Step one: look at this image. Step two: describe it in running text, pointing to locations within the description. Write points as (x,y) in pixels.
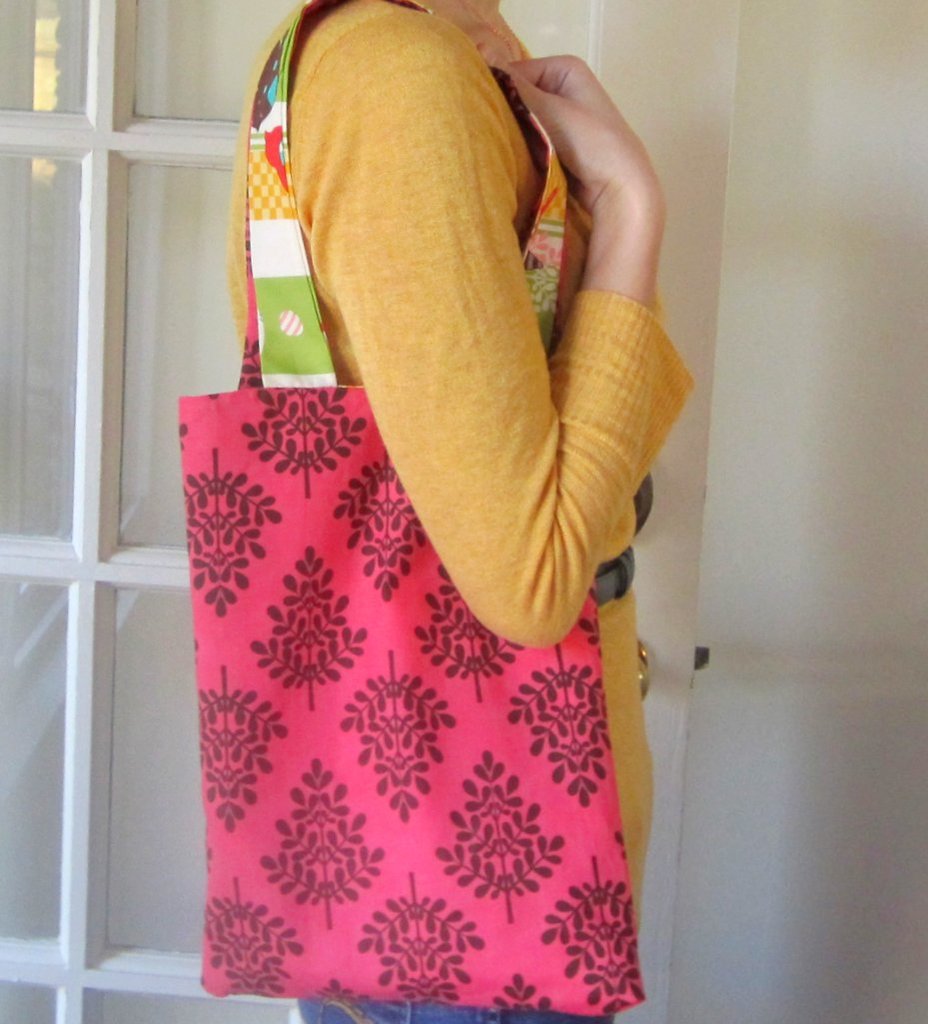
In this image there is a person (512,195) carrying a colorful (pink, green, white and yellow ) handbag (301,500), which is made of cloth (346,597), and at back ground (39,452) there is a door (120,93) and wall (824,81).
